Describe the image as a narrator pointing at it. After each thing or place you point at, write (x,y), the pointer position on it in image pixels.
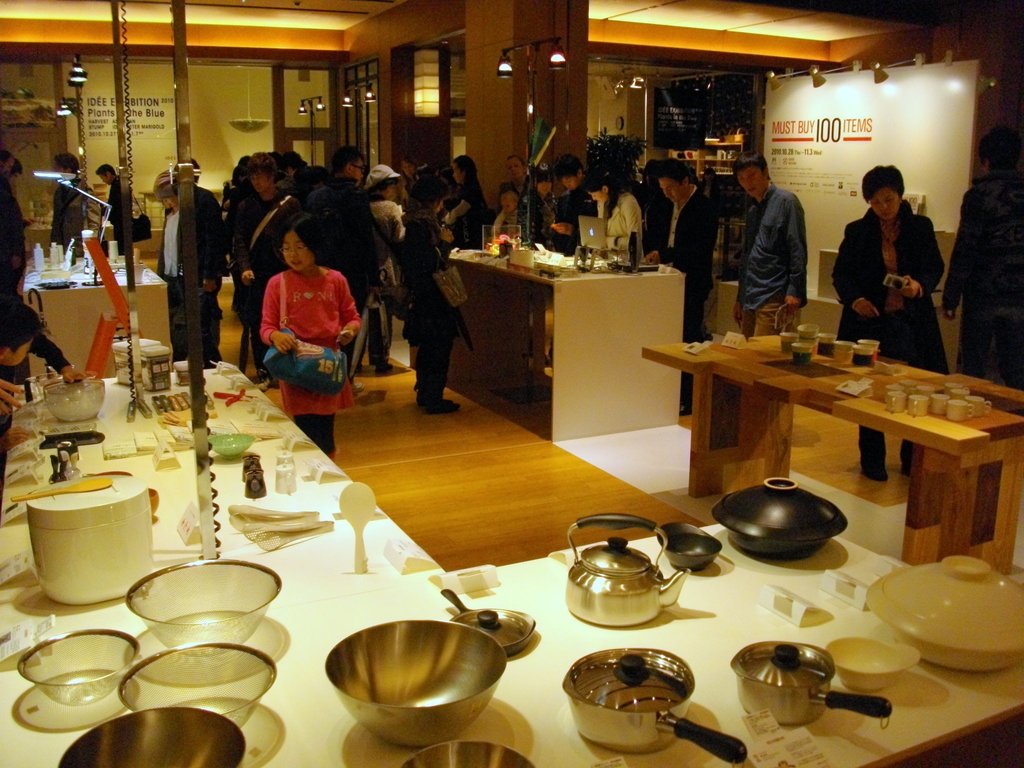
In this image, we can see so many peoples (847,284) are standing. Here we can see table (719,591). There is a few items (88,590) are placed on it. There is wooden table (921,450) on right side (946,429). At the background (914,191), we can see few banners (767,123). Here glass window (221,120).
